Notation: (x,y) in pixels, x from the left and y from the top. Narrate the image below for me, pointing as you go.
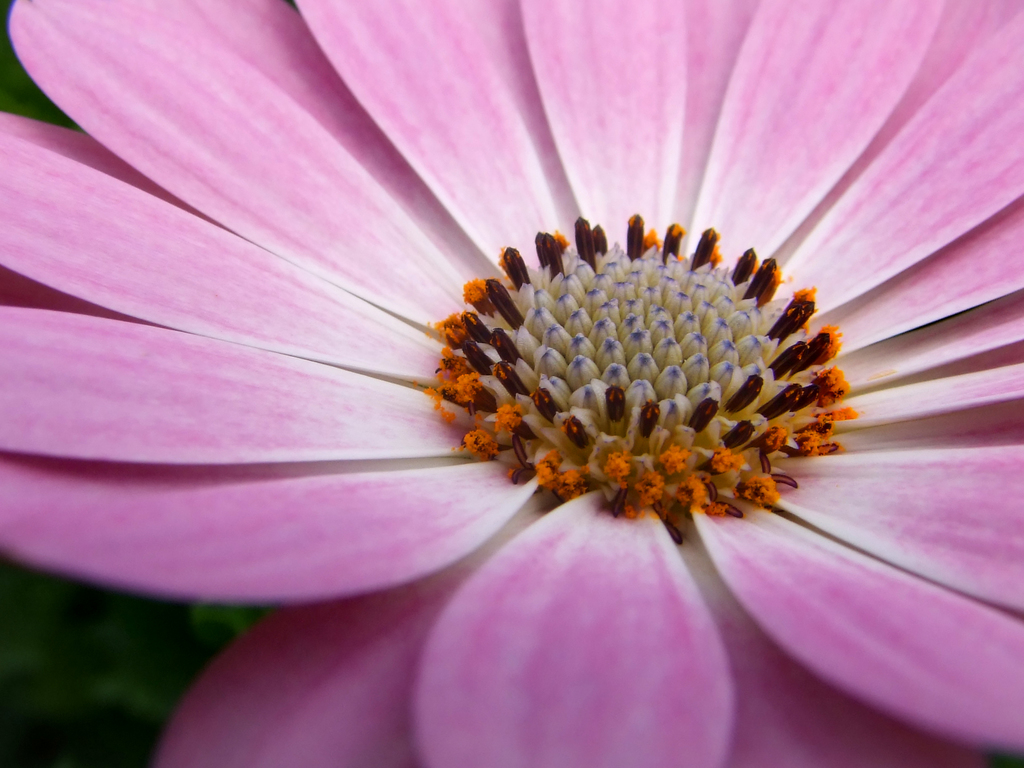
In the center of the image (418,401) we can see one flower (622,533), which is in multiple color.
